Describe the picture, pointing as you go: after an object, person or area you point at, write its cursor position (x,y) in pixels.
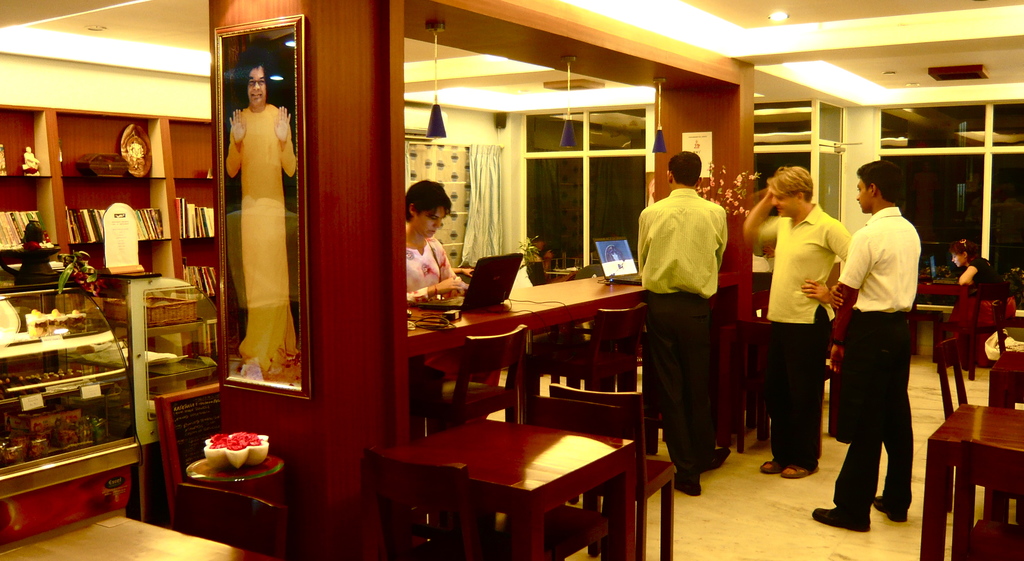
In this image i can see few people (830,254) standing and watching a laptop (621,261), and i can see a photo frame (305,342), a book shelf (196,186) and few empty chairs (518,398). In the background (968,251) i can see a lady (956,260) sitting, windows (960,209) and roof (813,62).
